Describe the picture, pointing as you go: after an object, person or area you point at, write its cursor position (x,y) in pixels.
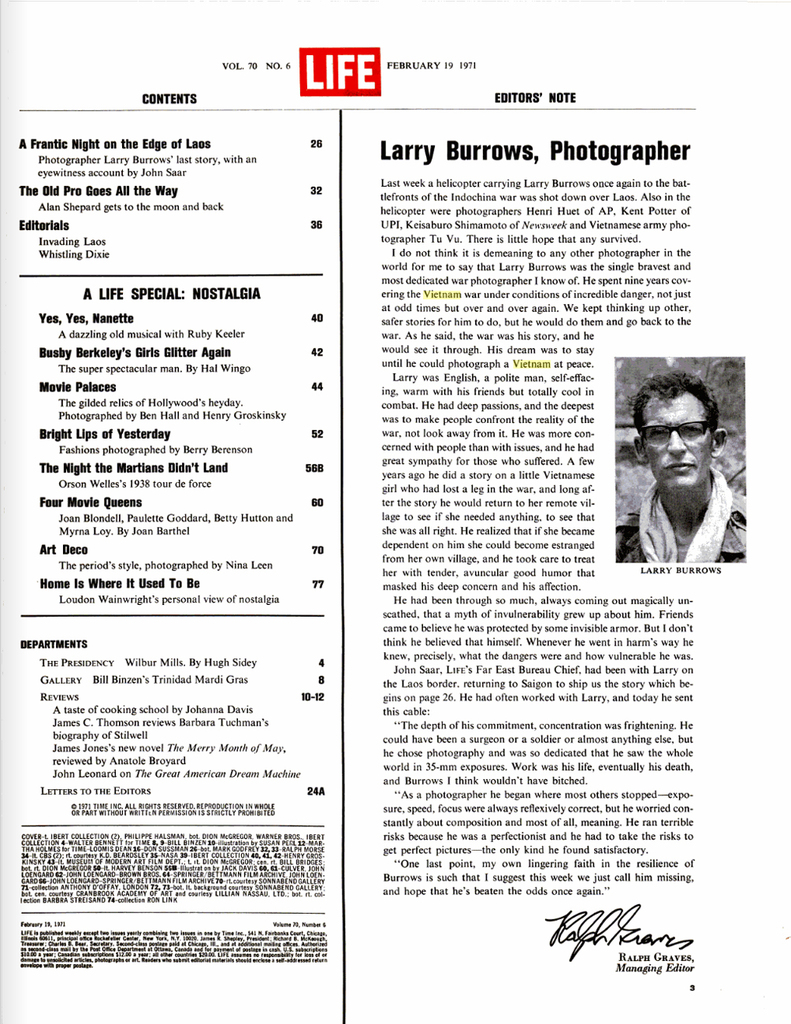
In the center of the image (389,515) we can see one poster (360,422). On the poster (352,456), we can see one person (666,517) is wearing glasses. And we can see some text (157,767) on the poster (460,658).
